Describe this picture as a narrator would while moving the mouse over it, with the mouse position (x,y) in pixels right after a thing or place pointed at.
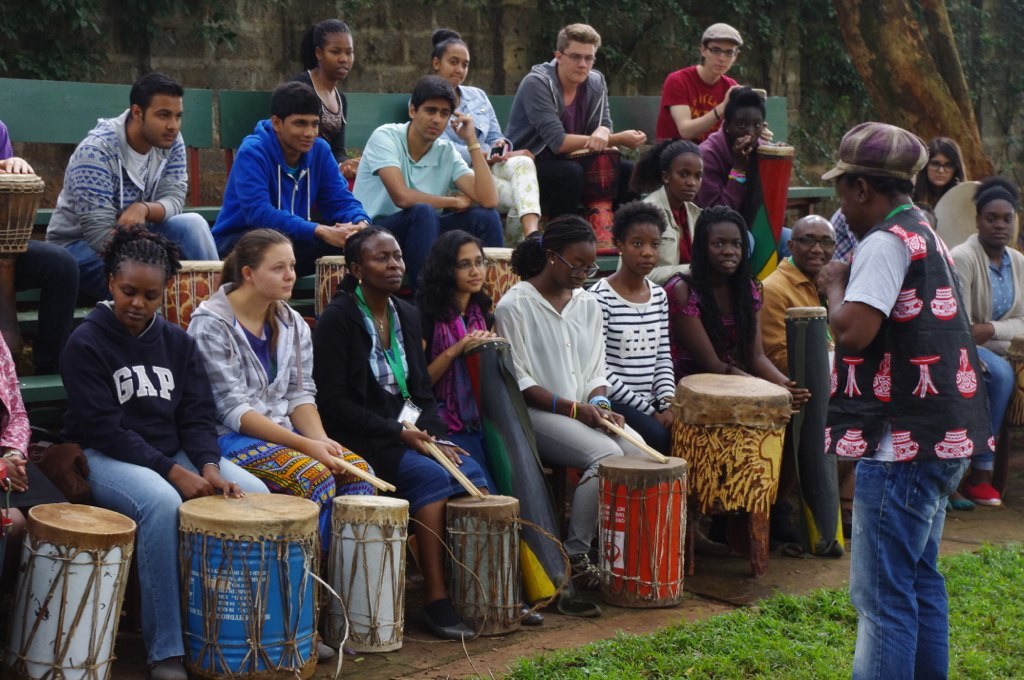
This image is clicked outside. There are benches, people (457,270) are sitting on that benches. One man (869,645) is standing on the right side (884,650), there is grass (659,649) in the bottom right corner (812,664). There are drums (549,511) and sticks (413,427). People (437,430) are holding those sticks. There are trees (917,96) on the top right corner (883,68). The one who is standing is wearing cap (896,156).
